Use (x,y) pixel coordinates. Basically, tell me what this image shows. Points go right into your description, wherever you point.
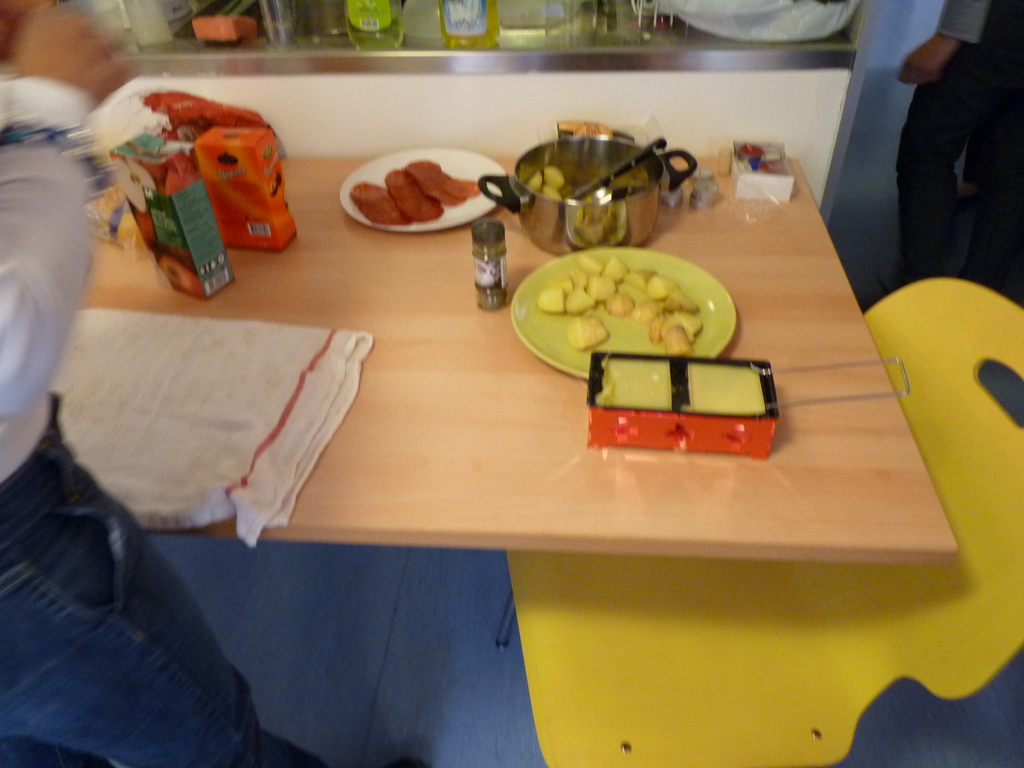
There is a food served on plates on a table (435,418) and some food packets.
